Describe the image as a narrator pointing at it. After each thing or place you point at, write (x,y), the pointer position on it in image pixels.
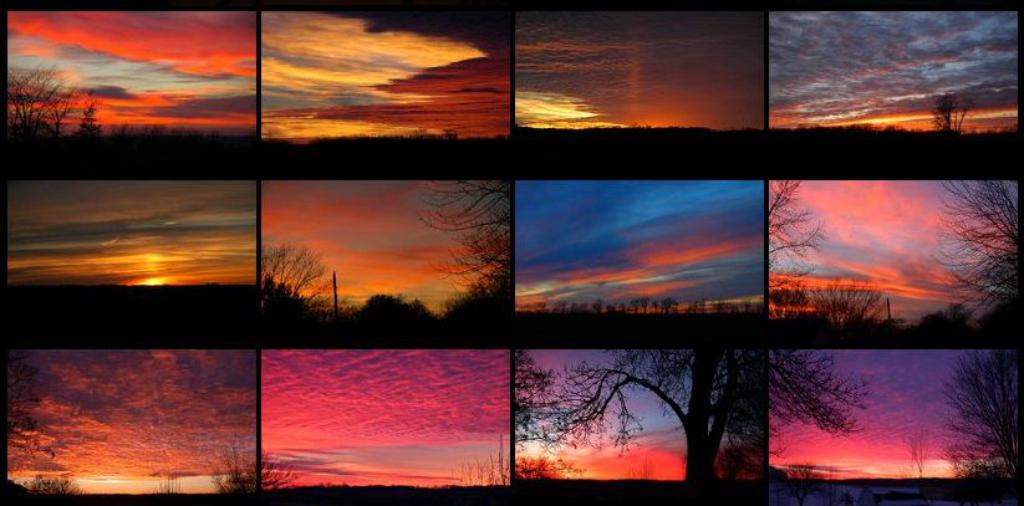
This picture describes about collage of pictures, in this we can find trees (816,319) and clouds (188,446).
